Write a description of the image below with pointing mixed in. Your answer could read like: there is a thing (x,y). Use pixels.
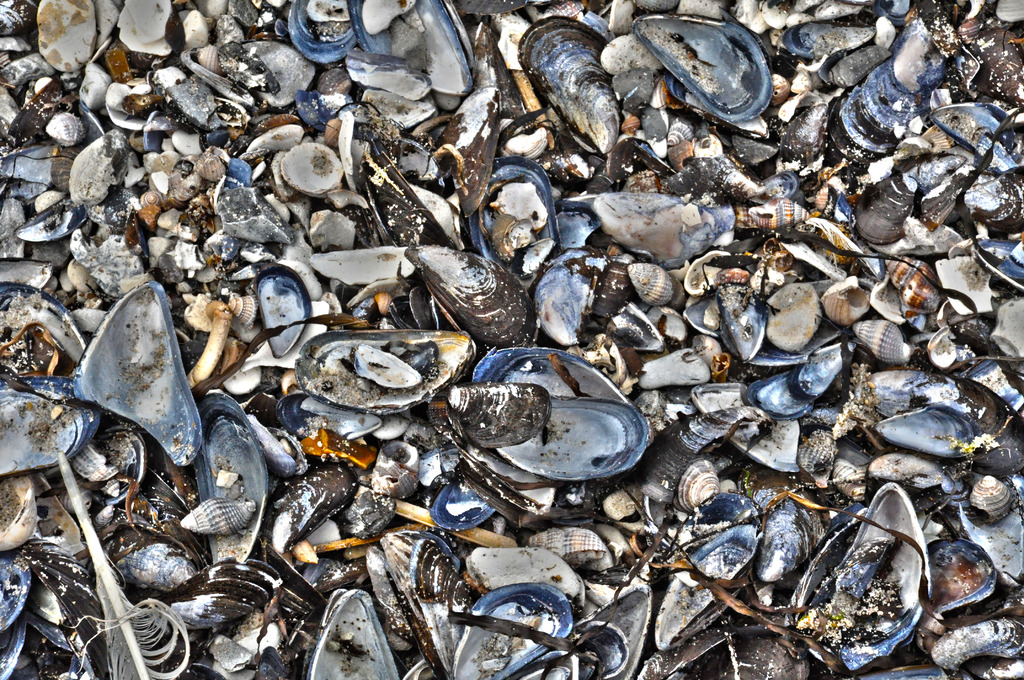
This picture consists of broken shells (914,59) in the image.
